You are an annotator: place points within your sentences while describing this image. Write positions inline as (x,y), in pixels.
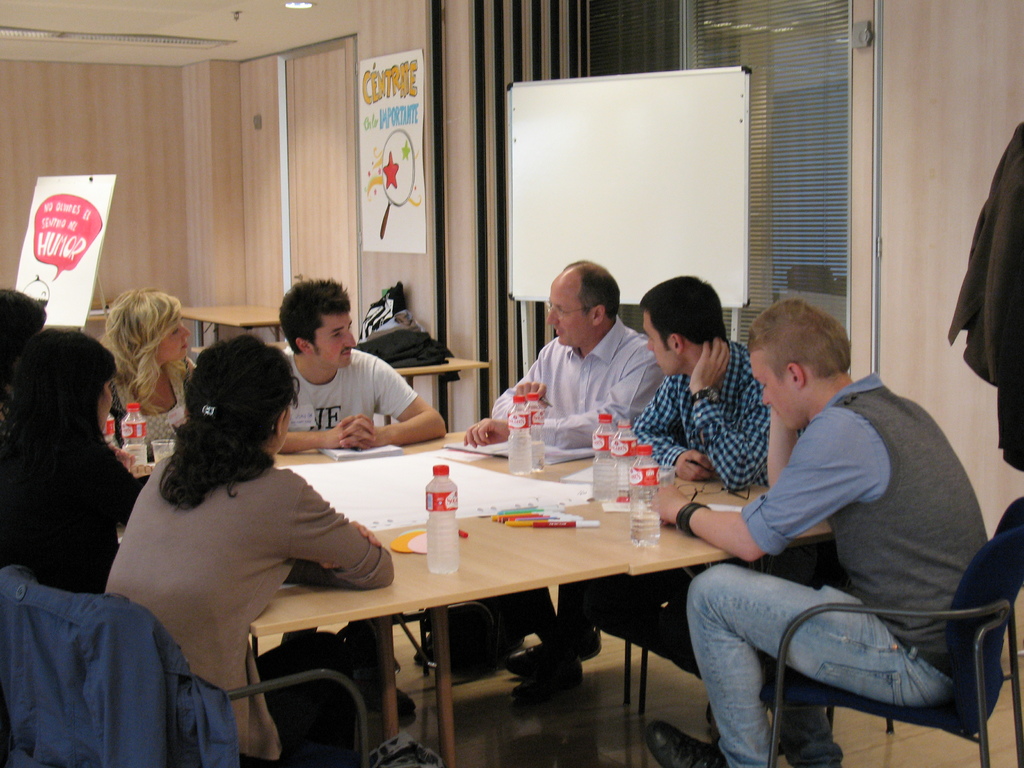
This is a picture taken in a room (356,399), there are a group of people (164,327) who are sitting on a chairs (993,580) in front of them there is a table (520,553) on the table (499,555) there is a paper (494,481), pens (524,511), water bottles (598,478). Background of this people (572,361) there is a white board (608,187) and wall (432,114), on wall (389,258) there is a banner (391,149). Background of the whiteboard (684,151) is a glass window (770,122).
